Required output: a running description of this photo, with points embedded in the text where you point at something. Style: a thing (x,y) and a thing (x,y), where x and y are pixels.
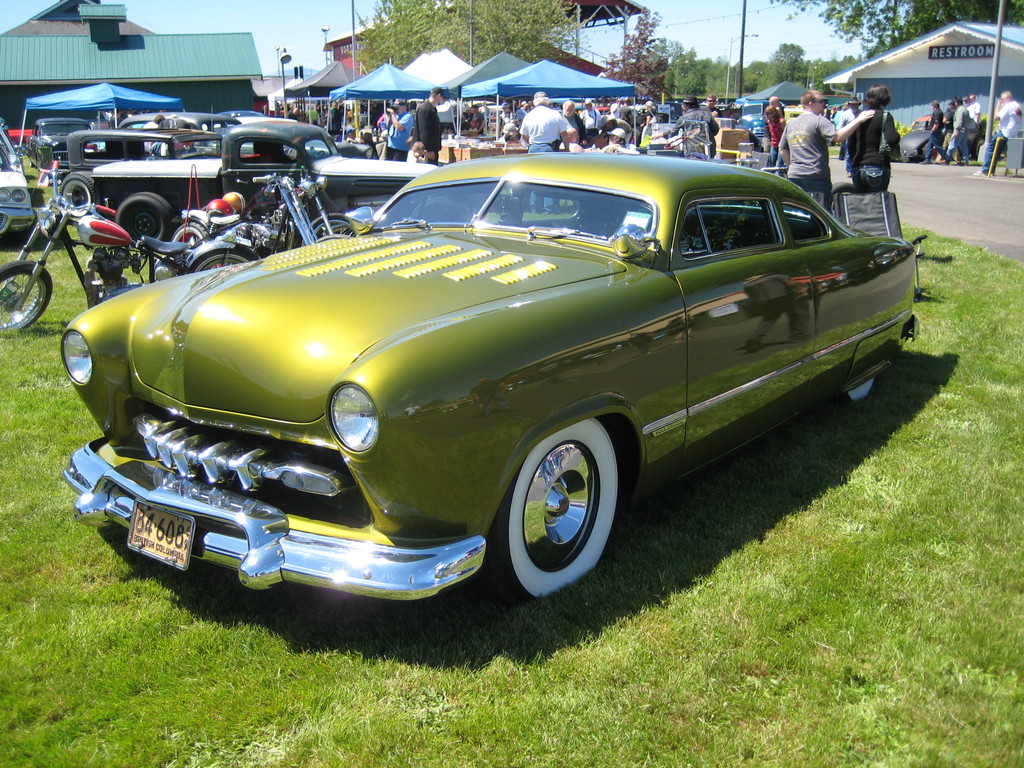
In this image I can see vehicles (409,353), people (814,143), stalls (570,89) and buildings (63,113). I can also see the grass (888,457), a road (912,189), poles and some other objects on the ground (936,169). In the background (314,11) I can see the sky (271,7).
